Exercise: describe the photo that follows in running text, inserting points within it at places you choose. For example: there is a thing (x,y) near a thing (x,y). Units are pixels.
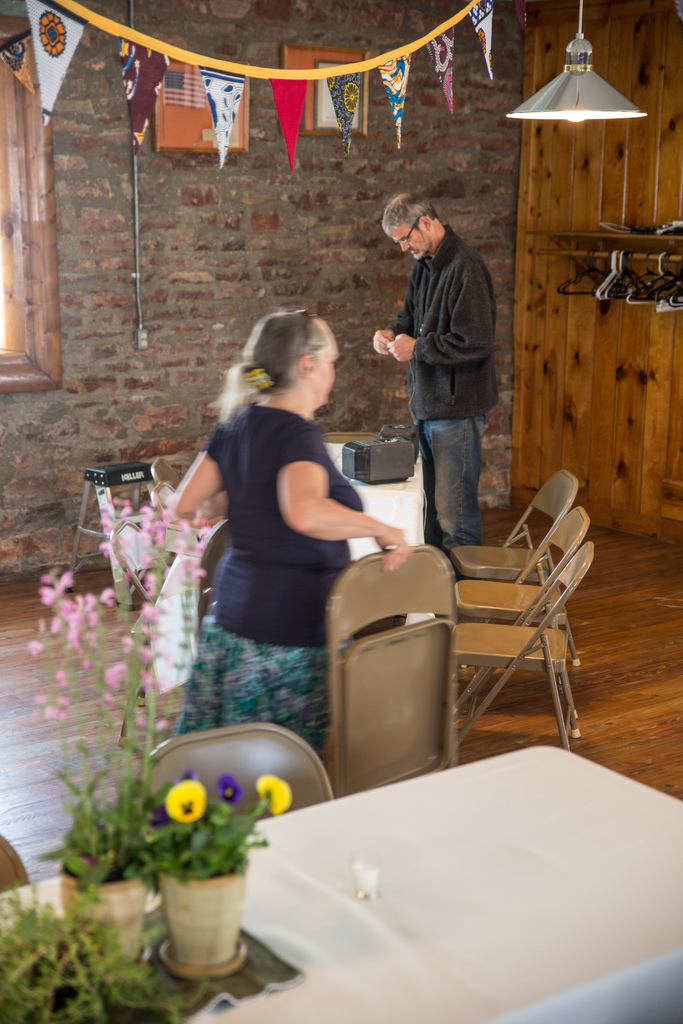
In the front (481,913) there is a table (481,919). On the table (468,900) there is a white sheet (455,947), pots (195,909) with flowers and plants (207,820). There are chairs (440,611). A woman (239,562) is holding a chair (410,653). In the background (453,382) a man (464,383) is standing. Also there is a table (395,515). On the table (370,493) there is a electronic item (386,456). In the background (263,249) there is a brick wall (260,244) with photo frame (209,135). There is a decorative item (164,69). Also there is a lamp (569,69). On the right side (606,270) there is a wooden wall (597,407).
